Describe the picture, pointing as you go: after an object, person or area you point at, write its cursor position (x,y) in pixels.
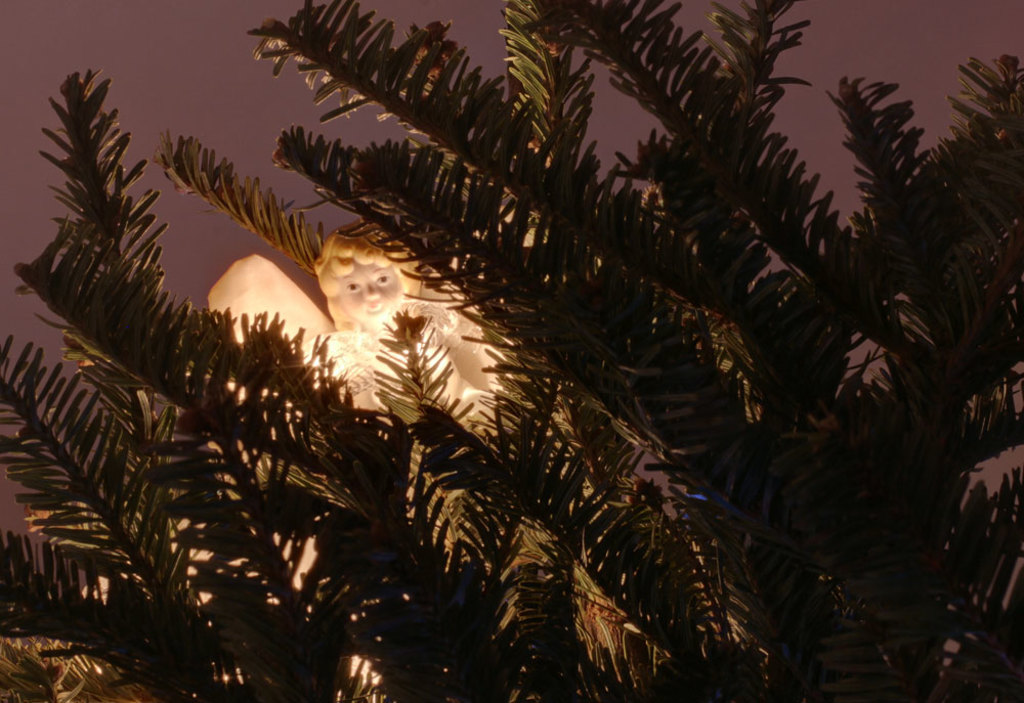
In this image I can see a doll (225,289) and a plant (297,44).
